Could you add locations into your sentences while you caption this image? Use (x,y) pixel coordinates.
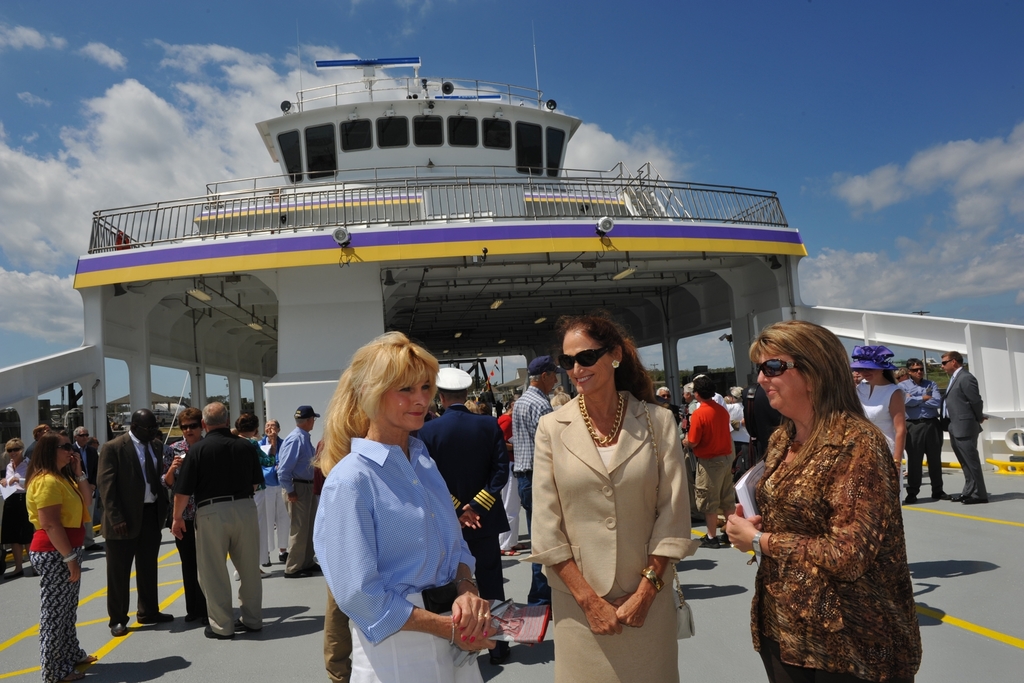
This picture describes about group of people (552,421), few people (671,457) wore spectacles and few people (484,420) wore caps (472,388), in the background (572,311) we can see a shelter (454,307), metal rods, lights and clouds (99,176).
